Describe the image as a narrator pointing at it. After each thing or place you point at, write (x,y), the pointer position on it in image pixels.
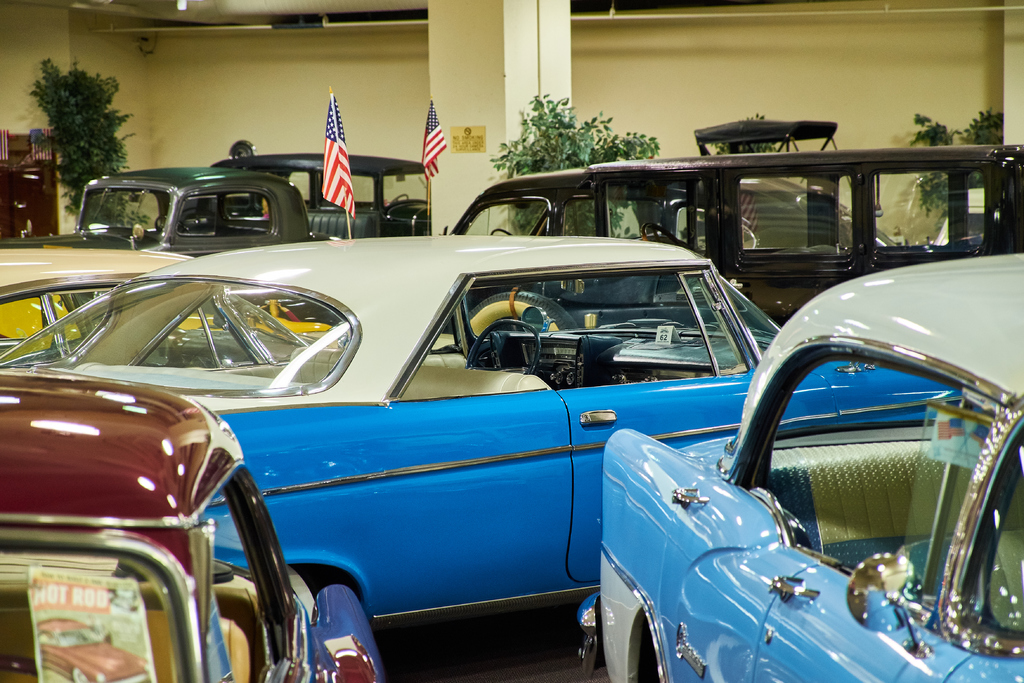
In front of the picture, we see the cars (364,450) in white, yellow, blue and maroon color. Behind that, we see the flag poles (332,104) and the flags (337,179) in white, red and blue color. Beside that, we see a pillar (466,108) and the plant pots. We see the vehicles (194,175) in black and grey color. In the background (58,149), we see a wall (353,107) and the plant pots (76,165).
